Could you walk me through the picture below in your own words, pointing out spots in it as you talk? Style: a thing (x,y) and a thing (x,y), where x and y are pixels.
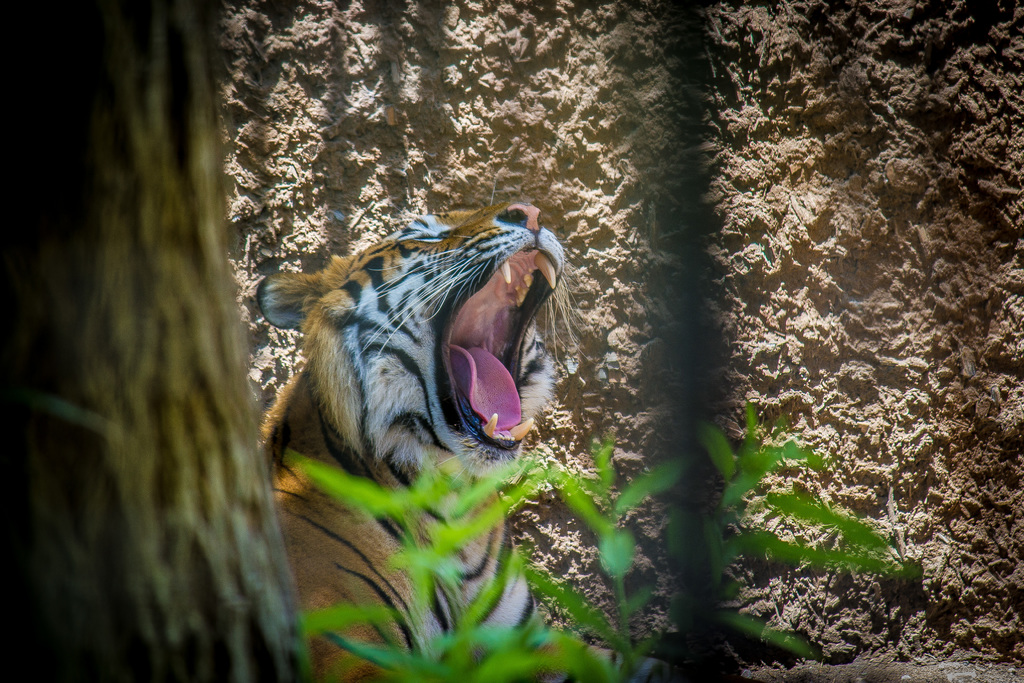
In this image we can see a tiger (428,361). Left side of the image (177,178) tree bark (187,627) is there. Bottom of the image (535,614) leaves (443,587) are present. Background of the image (420,89) wall (764,230) is there.
